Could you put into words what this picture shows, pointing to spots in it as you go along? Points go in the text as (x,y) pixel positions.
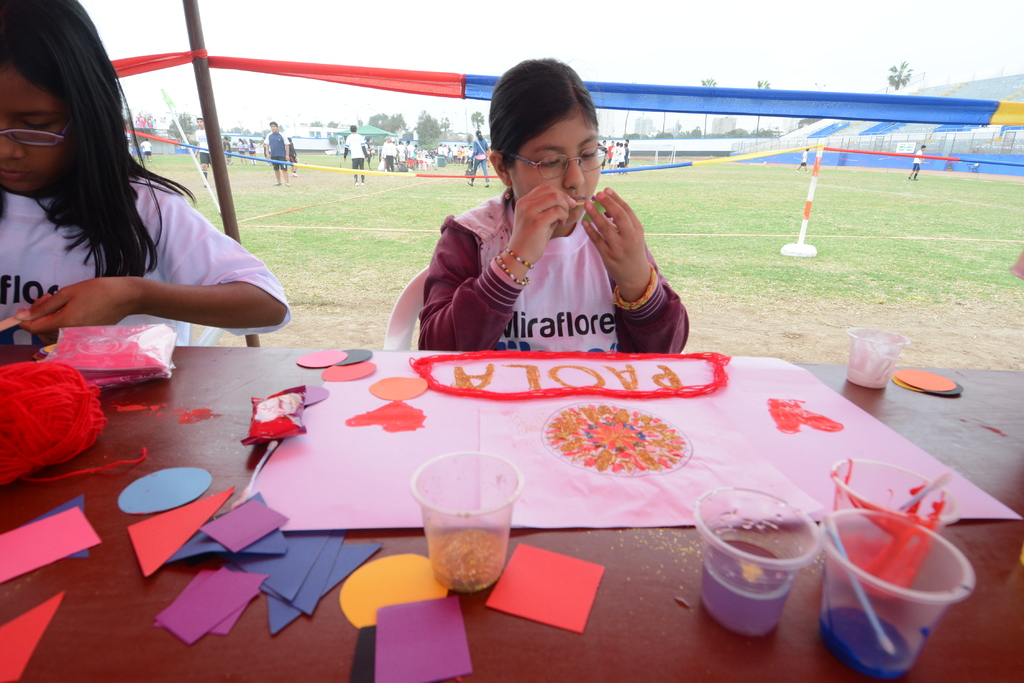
As we can see in the image, there in the front (187,253) there are two persons (131,261) sitting on chair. In front of them there is a table (293,356). On table (222,423) there is a paper (245,525), cloth (373,476) and glasses (463,544). In background (345,228) there is a ground (369,187) and few people (476,161) playing on ground (382,184). On the top (652,37) there is sky (642,37).
